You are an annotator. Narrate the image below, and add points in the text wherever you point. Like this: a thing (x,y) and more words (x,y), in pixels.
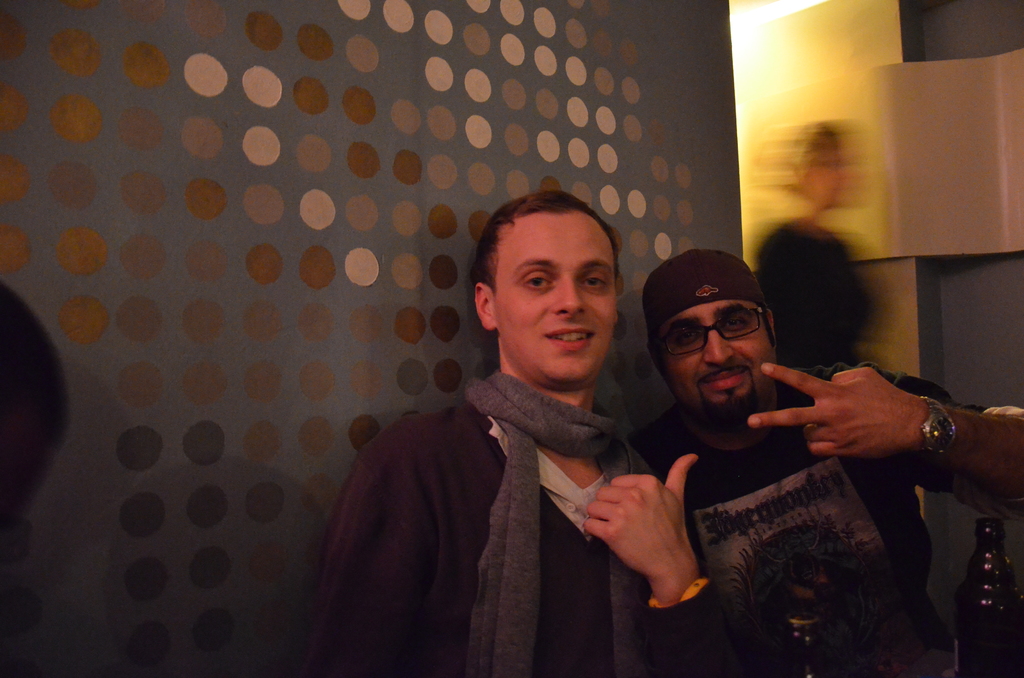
In this image we can see two persons (704,418). Behind the persons (611,238) we can see a wall (587,194) and a person (793,230) who is blurred. We can see a yellow background (799,62) behind the person (847,290). In the bottom right (982,590) we can see few objects (978,622).
